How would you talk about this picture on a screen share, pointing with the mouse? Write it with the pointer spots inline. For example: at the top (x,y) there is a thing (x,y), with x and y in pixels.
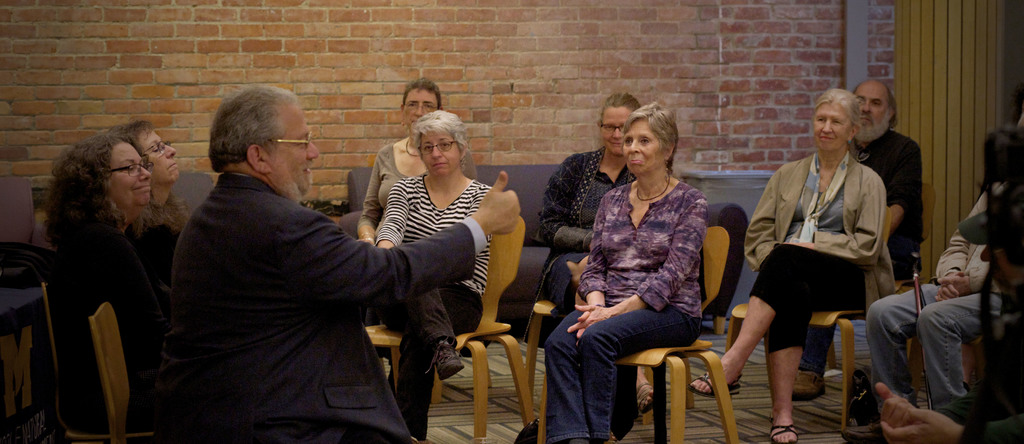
This man (296,252) is speaking to people (576,203) surrounded by him he is wearing spectacles (296,141). The ladies (136,217) next to him are listening him. This people (584,173) are sitting on the chairs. This lady (812,253) wearing shirt (830,230) and short pant (800,297). There is a sofa (529,187) behind. This is a brick wall (536,54).
